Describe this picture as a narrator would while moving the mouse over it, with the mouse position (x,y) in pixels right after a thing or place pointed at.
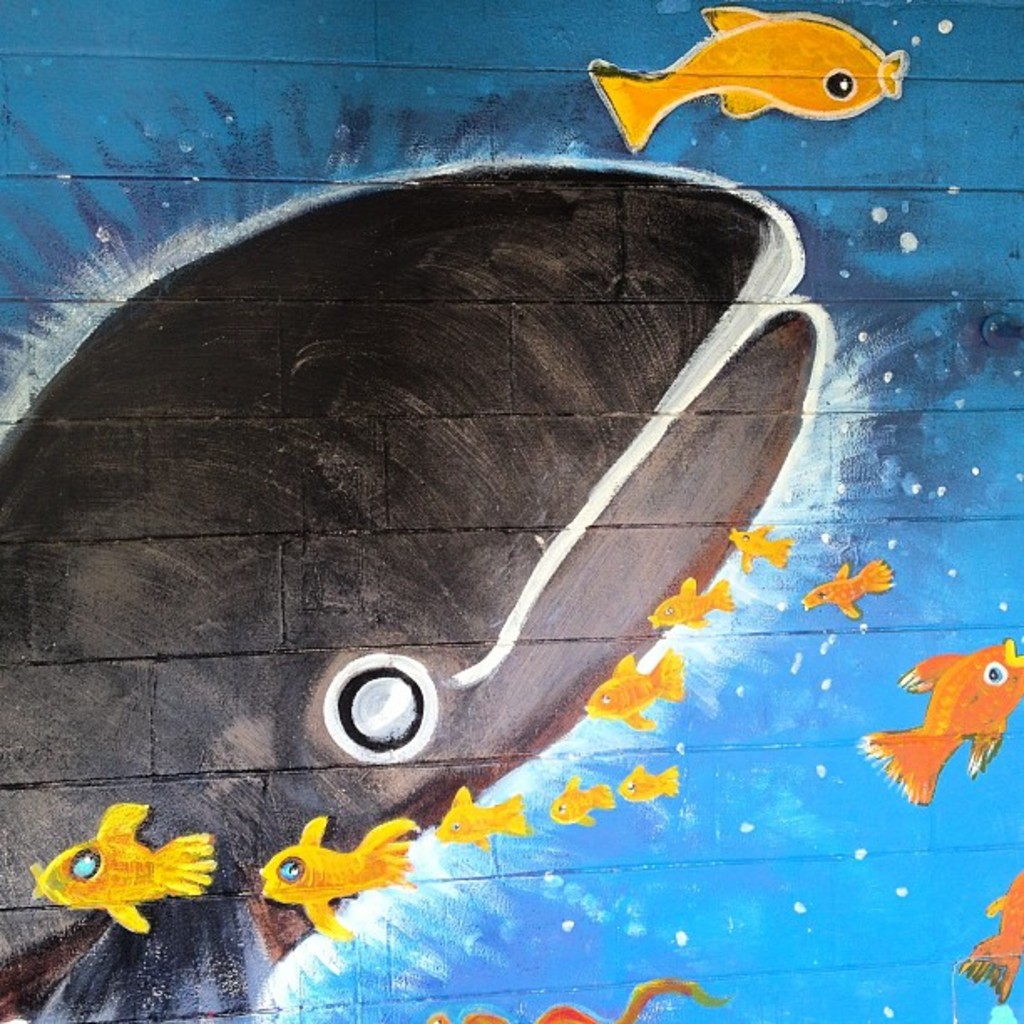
In this picture we can see a painting (234,844) on the wall (484,55) of fishes (931,771) in the water (433,930).
